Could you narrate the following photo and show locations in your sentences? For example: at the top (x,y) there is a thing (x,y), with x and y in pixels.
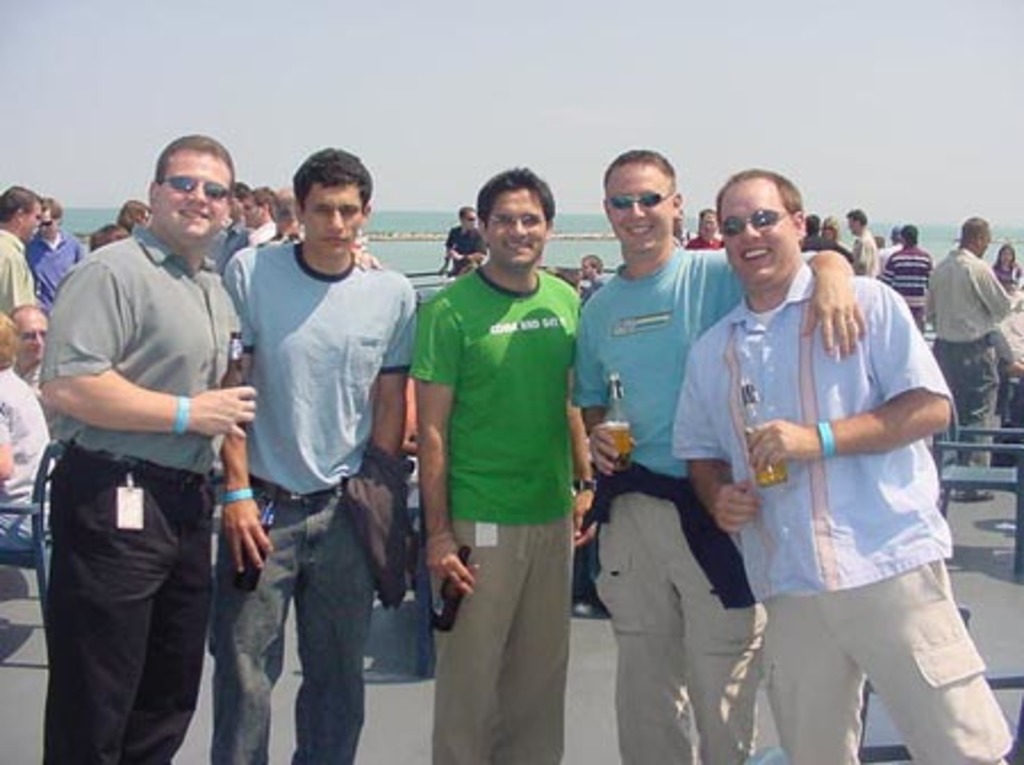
In this image, we can see people (817,251) standing and some of them are wearing glasses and are holding beer bottles (761,424). In the background (972,483), we can see chairs (961,474) and railing (443,276) and there is water (392,253). At the bottom (382,719), there is floor (382,702). At the top (404,62), there is sky (358,62).
